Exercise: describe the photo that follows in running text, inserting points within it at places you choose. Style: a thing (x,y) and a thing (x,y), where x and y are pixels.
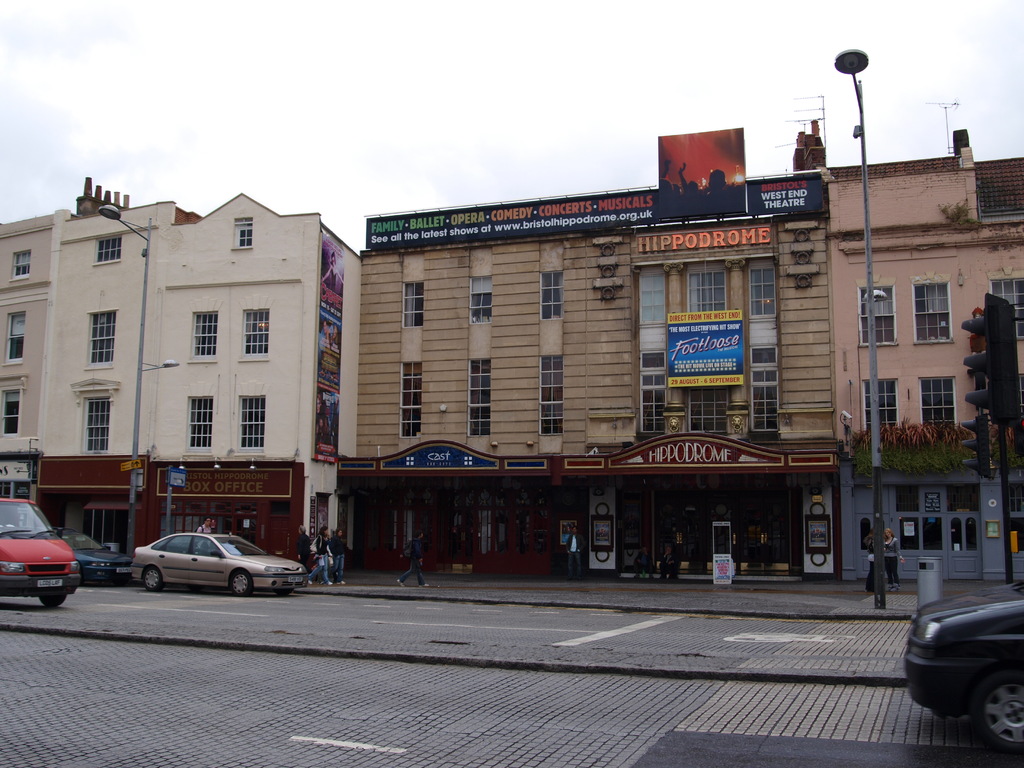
In this picture I can see few vehicles (25,556) are on the road (421,604), side there are some building (352,399) and few people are walking side of the road (431,616).
